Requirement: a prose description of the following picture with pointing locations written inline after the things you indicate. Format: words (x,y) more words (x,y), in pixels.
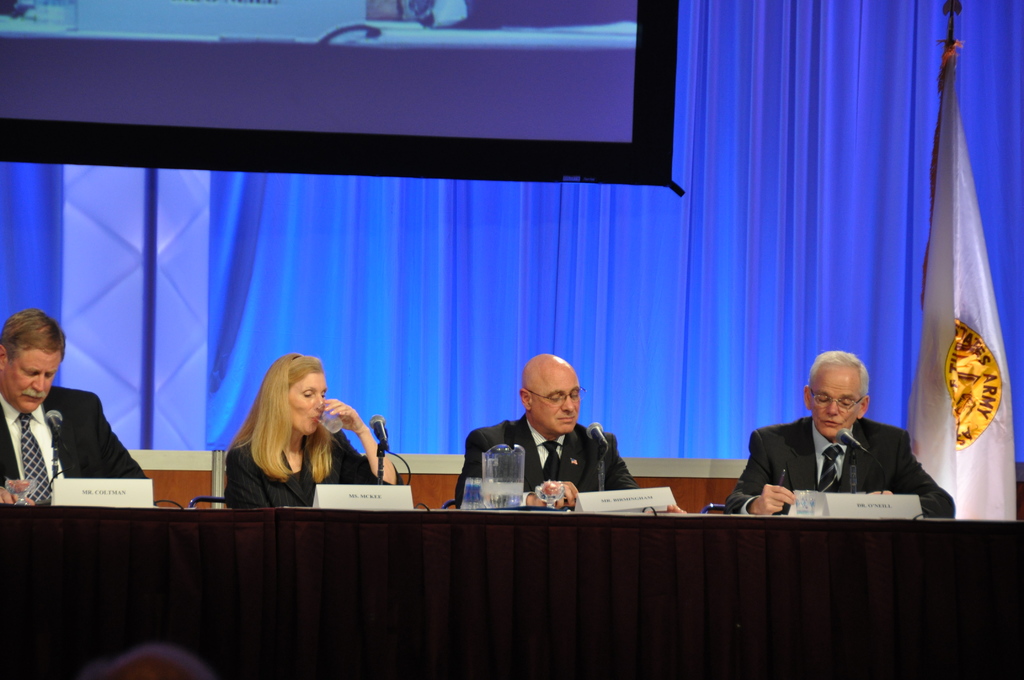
In front of the image we can see the head (147,668) of a person (148,666). There are people (859,381) sitting on the chairs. In front of them there is a table (635,536). On top of it there are name boards (79,489), mike's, glasses (21,481) and a jar (492,489). On the right side of the image (910,406) there is a flag (981,417). In the background of the image (646,225) there is a screen (525,167) and there are curtains (423,280).
